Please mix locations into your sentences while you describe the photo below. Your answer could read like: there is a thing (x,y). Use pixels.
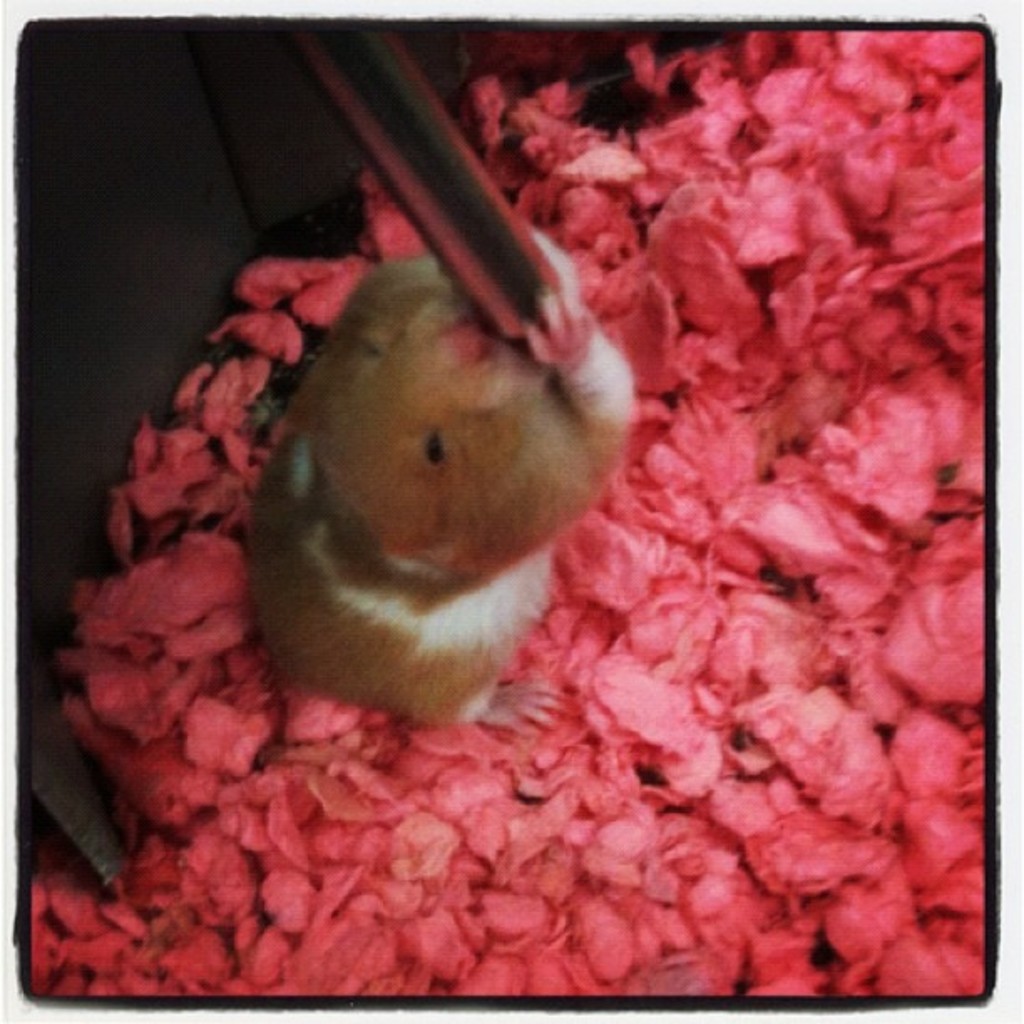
In this image in the center (352,476) there is one hamster (469,445), and at the bottom (663,754) there are some objects (299,714) and in the background (133,416) there is wall (152,336).
